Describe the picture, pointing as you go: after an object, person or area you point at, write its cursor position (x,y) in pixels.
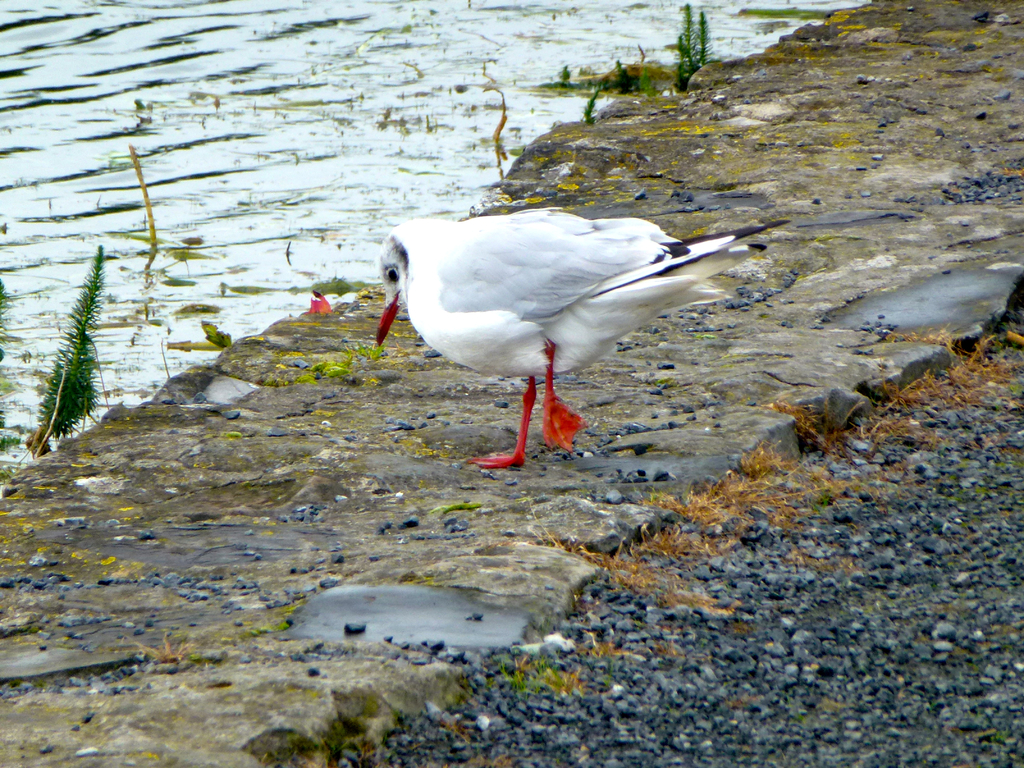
In this image we can see one white color bird (474,290) on the surface (490,517), right side (833,608) some stones (643,689) and left side (33,323) there is water (515,53). There are some small plants (90,398) and grass (317,371) on the surface (493,573).
